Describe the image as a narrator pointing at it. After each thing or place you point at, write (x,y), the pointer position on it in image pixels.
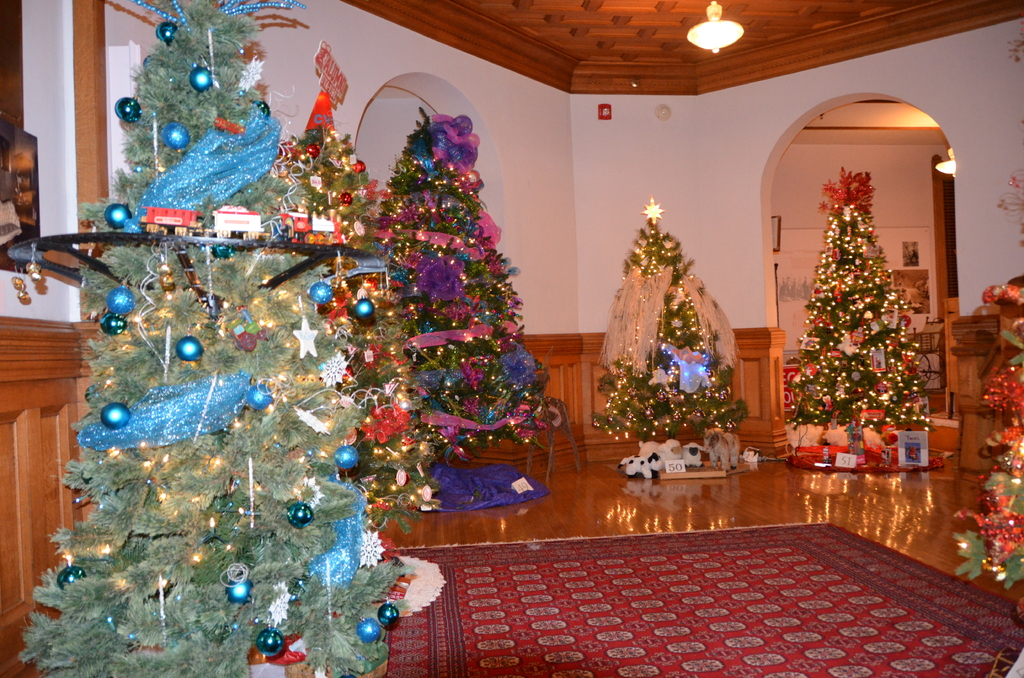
In this image, we can see some Christmas trees (633,365). There is a carpet (671,608) at the bottom of the image (558,653). There is a light (696,40) on the ceiling (647,71) which is at the top of the image (602,4).
